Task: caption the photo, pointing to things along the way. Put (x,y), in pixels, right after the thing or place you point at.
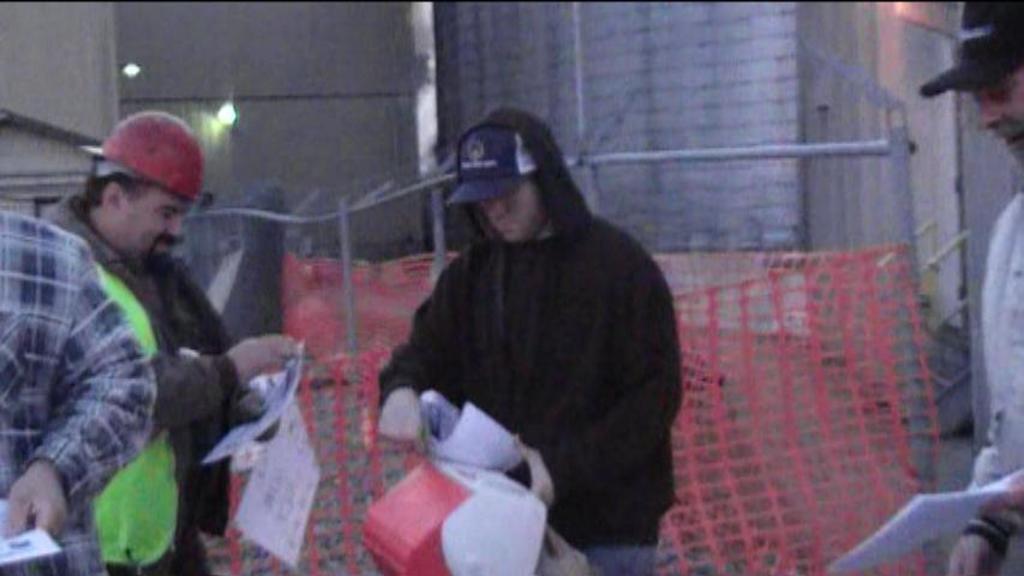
In this picture there are people (83,412) standing and holding papers (267,387) and we can see net (343,389) and rods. In the background of the image (399,94) we can see wall (269,125).
